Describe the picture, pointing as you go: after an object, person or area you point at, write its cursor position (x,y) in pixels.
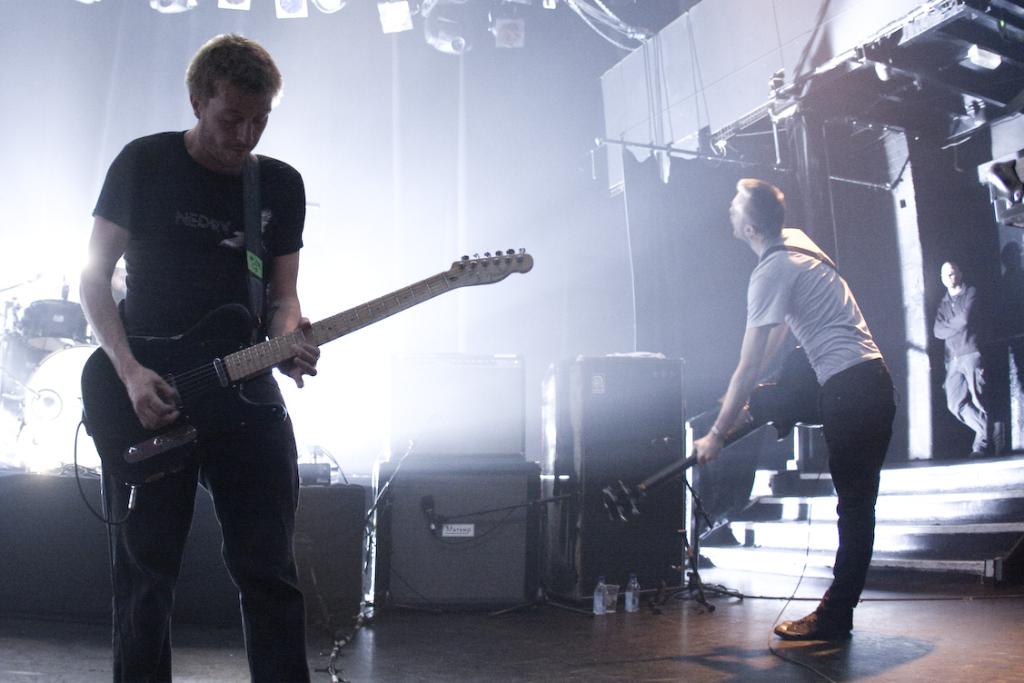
In this picture we can see a person (207,177) standing on a floor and playing a guitar (200,400), and here right to opposite a man (776,265) is standing and playing a guitar (791,411), here is the stand (700,519), and at side here is the staircase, and here is the musical drums (30,410).
